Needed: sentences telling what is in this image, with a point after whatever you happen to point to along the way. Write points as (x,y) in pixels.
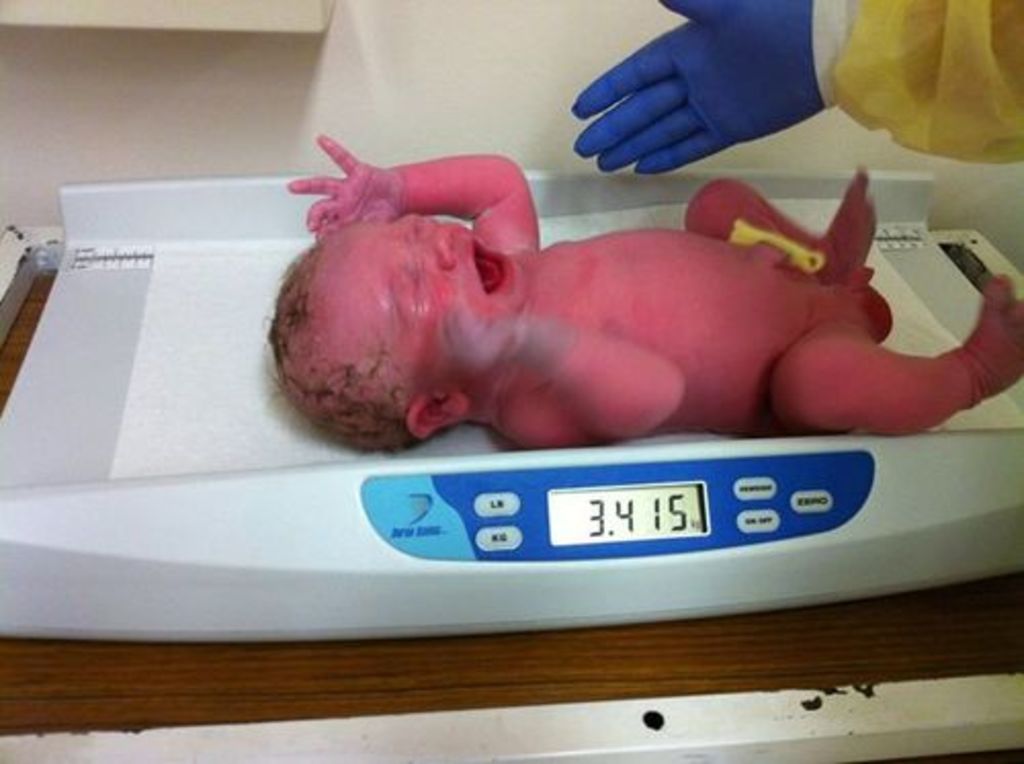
This is a child (611,362), this is human hand (800,58) wearing gloves (740,87).
